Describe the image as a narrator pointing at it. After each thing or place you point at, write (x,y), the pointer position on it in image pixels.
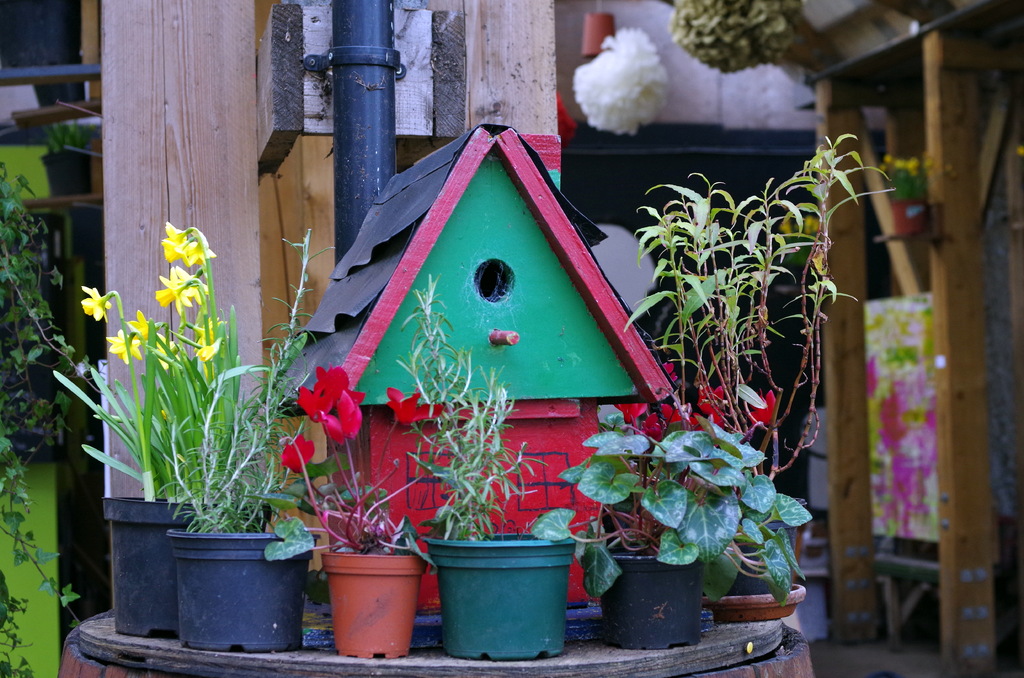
In this image, I can see a bird house (553,404) and flower pots (202,533) with plants (486,518) are kept on an object (484,676). In the background (359,140), I can see a pipe (361,100) and few other objects (439,132).
